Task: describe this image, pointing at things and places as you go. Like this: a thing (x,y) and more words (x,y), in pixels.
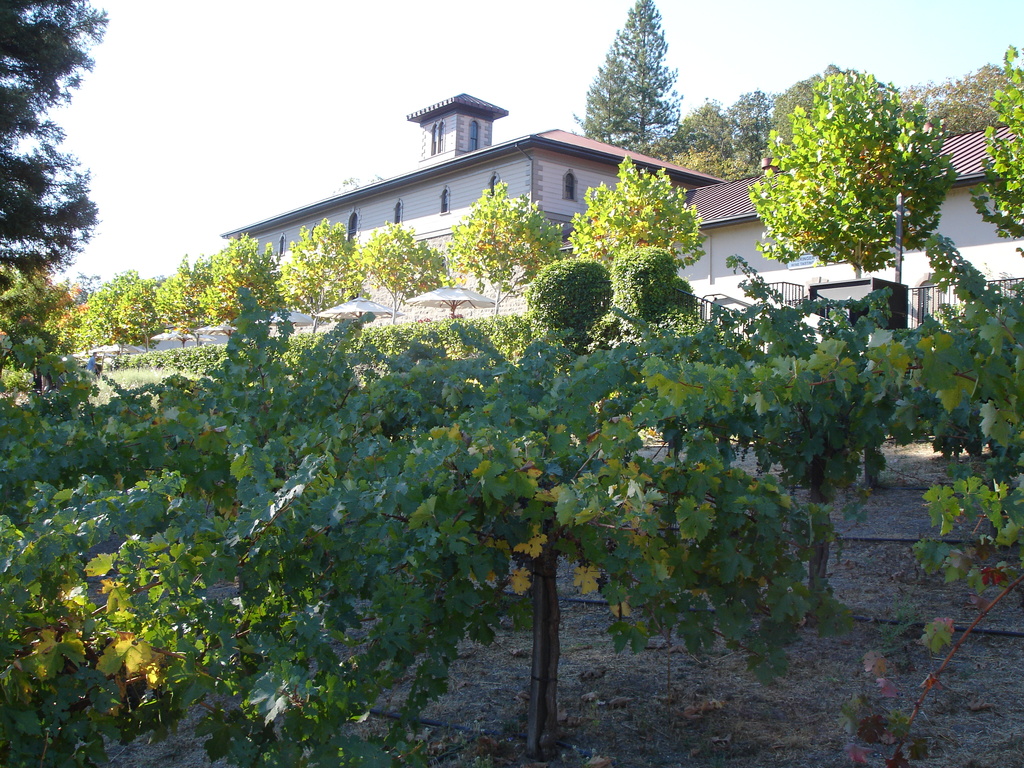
In this picture we can see there are plants (252,431), trees (271,282), umbrellas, iron grilles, a pole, wall (915,263), houses (910,297) and the sky (123,139).
